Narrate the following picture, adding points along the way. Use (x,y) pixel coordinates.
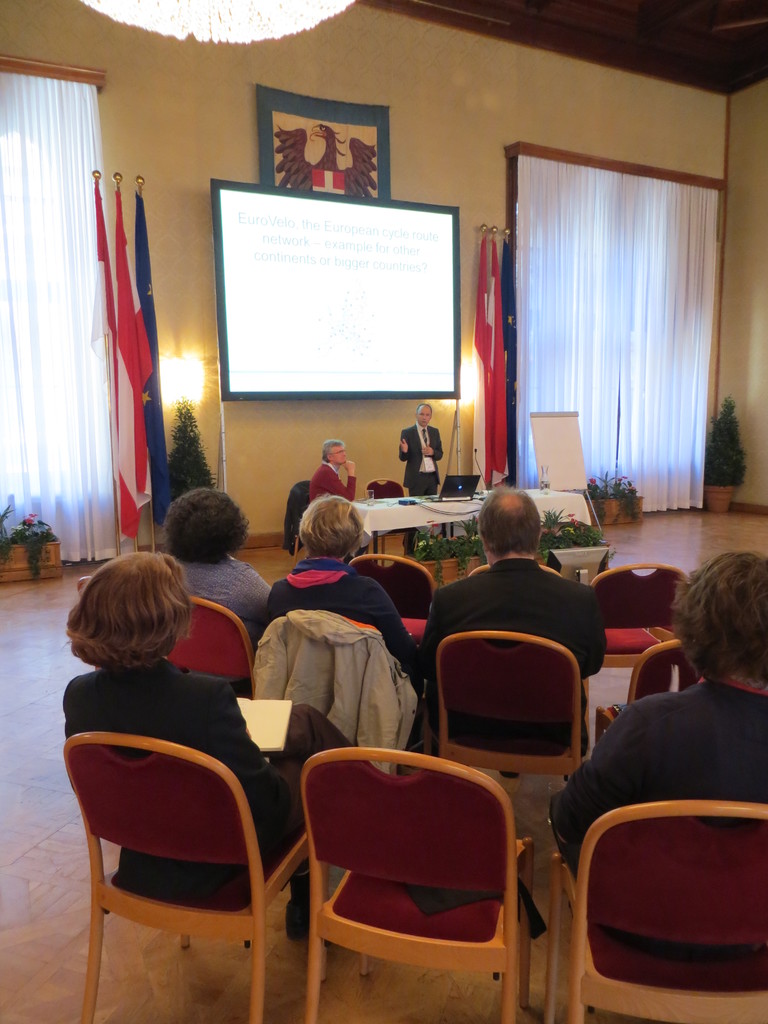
I think this is a meeting room (645,464) where group of people (205,545) seated and the man (422,438) standing and speaking with the help of a microphone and we see a projector (447,359) And flags (112,297) to the side of it.
